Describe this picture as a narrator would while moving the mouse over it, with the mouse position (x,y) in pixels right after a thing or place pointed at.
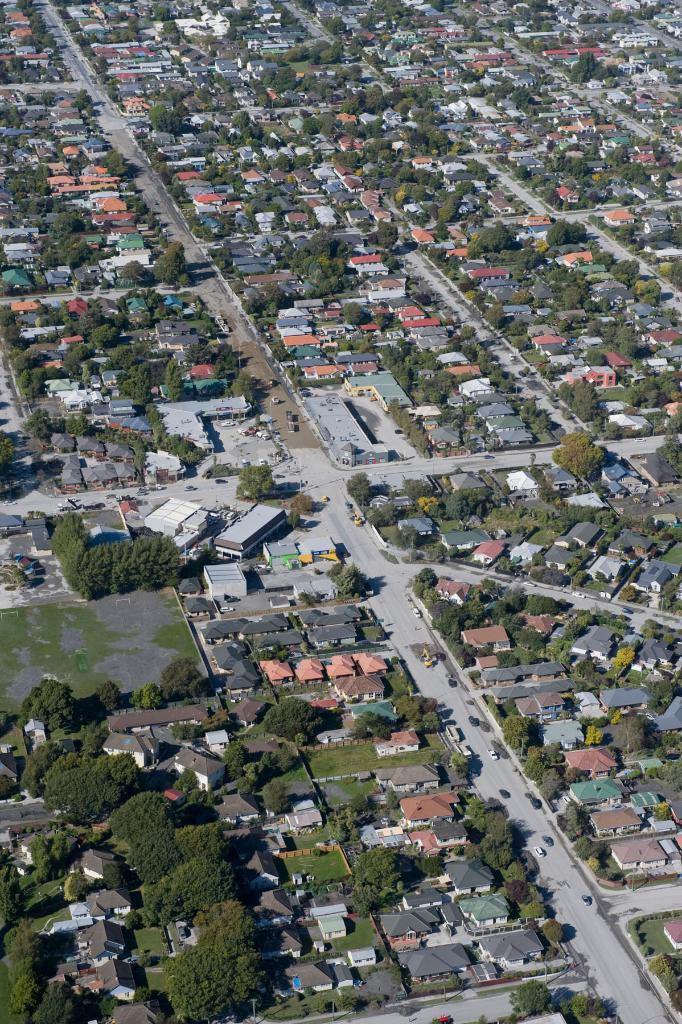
In this image I can see few buildings (433,805), trees (185,834) and few vehicles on the road (282,470).
